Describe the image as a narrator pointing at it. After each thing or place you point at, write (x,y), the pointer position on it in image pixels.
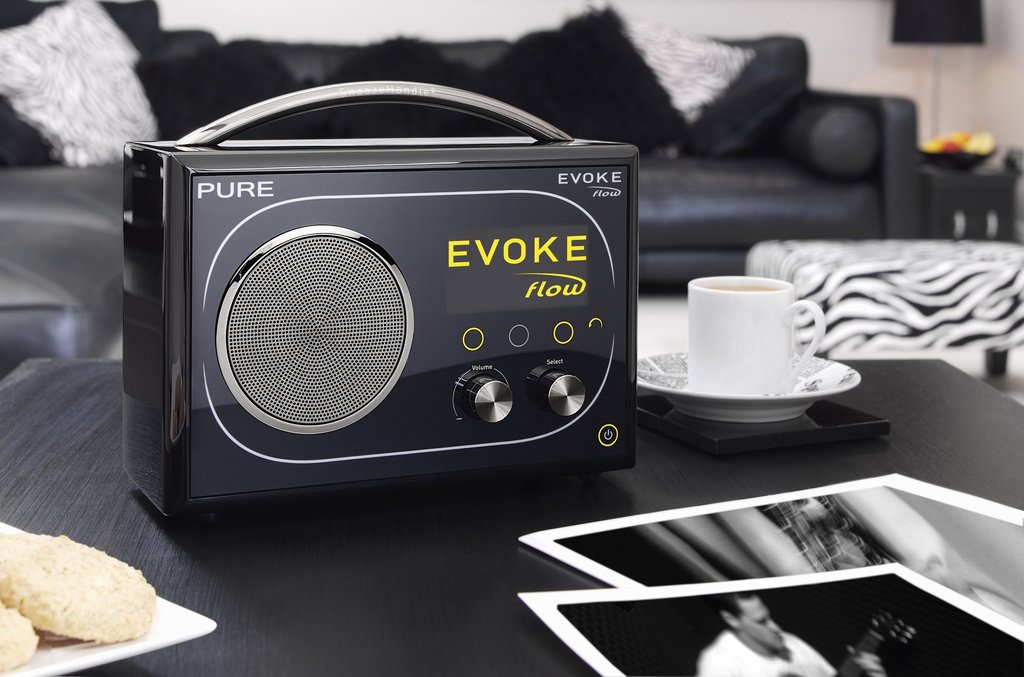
There is a table (556,479). There is a radio (342,298), plate (163,604), biscuits (104,582), cup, saucer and photo poster (765,590) on a table (370,546). There is a sofa (700,165) on the center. There is a table (969,174) and stool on the right side (970,221). There is a bowl (983,156) on a table (974,214). We can see in the background (535,29) white color wall (319,32) and lamp (957,34).
